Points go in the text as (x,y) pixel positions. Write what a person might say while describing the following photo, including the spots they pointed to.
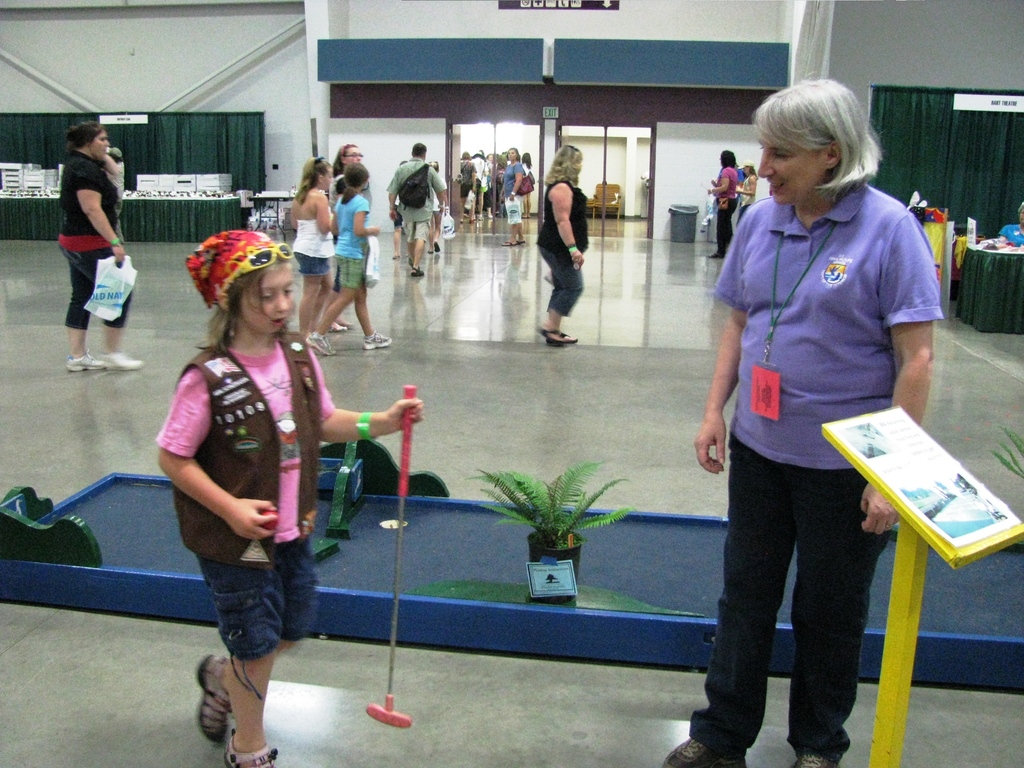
The girl (224,442) in the pink t-shirt (279,431) is holding a ball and stick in her hands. In front of her, woman (792,272) in violet t-shirt (817,361) is standing beside the podium (892,483). In between them, we see a flower pot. Behind them, we see people (435,185) are walking. On the right corner of the picture (1003,277), we see a table (985,278) on which paper (1013,250) and blue bag (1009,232) are placed. Behind that, we see a green color curtain (975,170). In the background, we see a sheet (151,158) in green color and a table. We even see white wall (312,113) and door (513,134). This picture might be clicked in the mall (475,437).
